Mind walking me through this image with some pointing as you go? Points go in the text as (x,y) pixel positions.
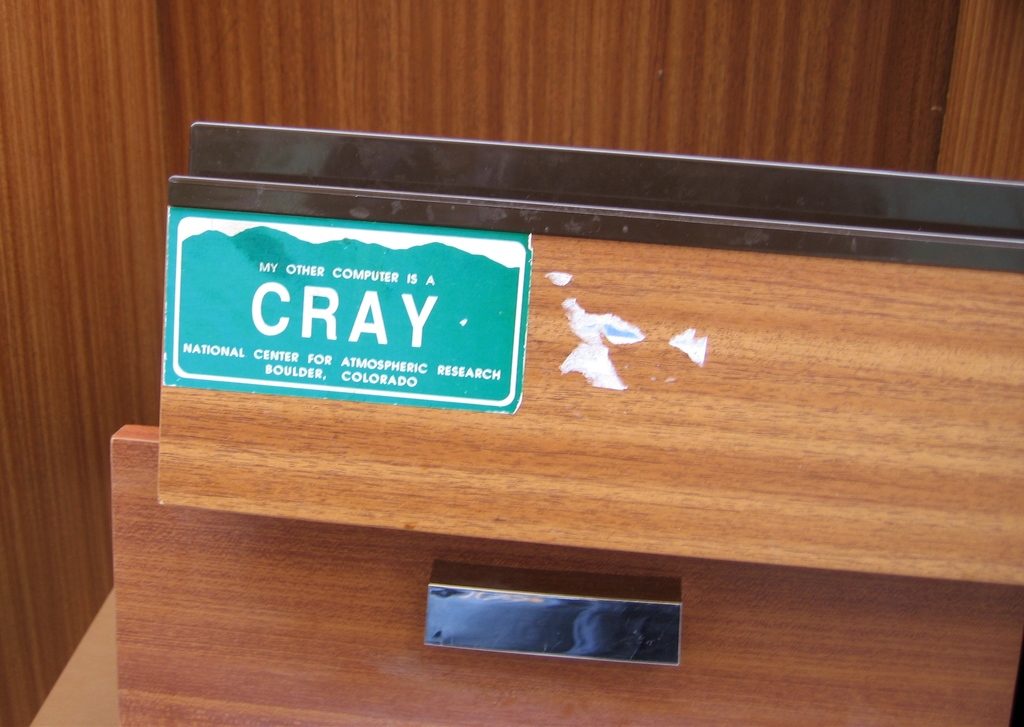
In this image we can see a poster (357,296) with text (377,328) on the wooden surface (603,421) with two metal strips (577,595). In the background (524,135), we can see a wooden wall (143,149).
